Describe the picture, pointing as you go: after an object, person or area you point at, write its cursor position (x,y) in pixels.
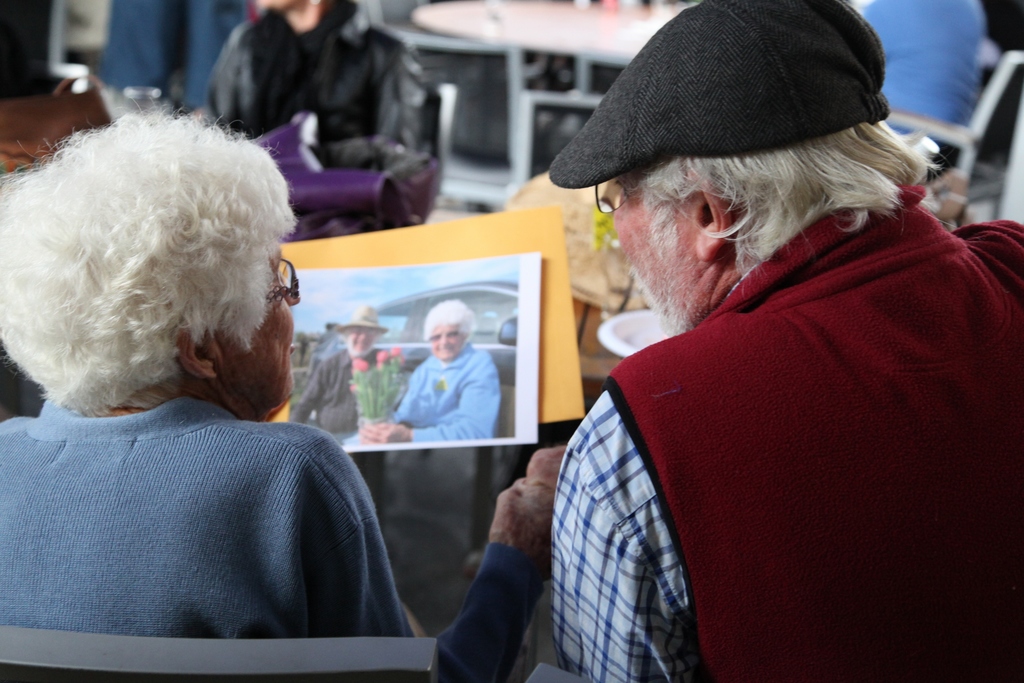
In this picture there is an old woman (260,431) sitting in chair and holding a photo graph (373,378) in her hand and there is an old man (671,388) sitting in chair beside her and there are few people (372,93), tables (551,40) and some other objects (467,57) in the background (459,52).
